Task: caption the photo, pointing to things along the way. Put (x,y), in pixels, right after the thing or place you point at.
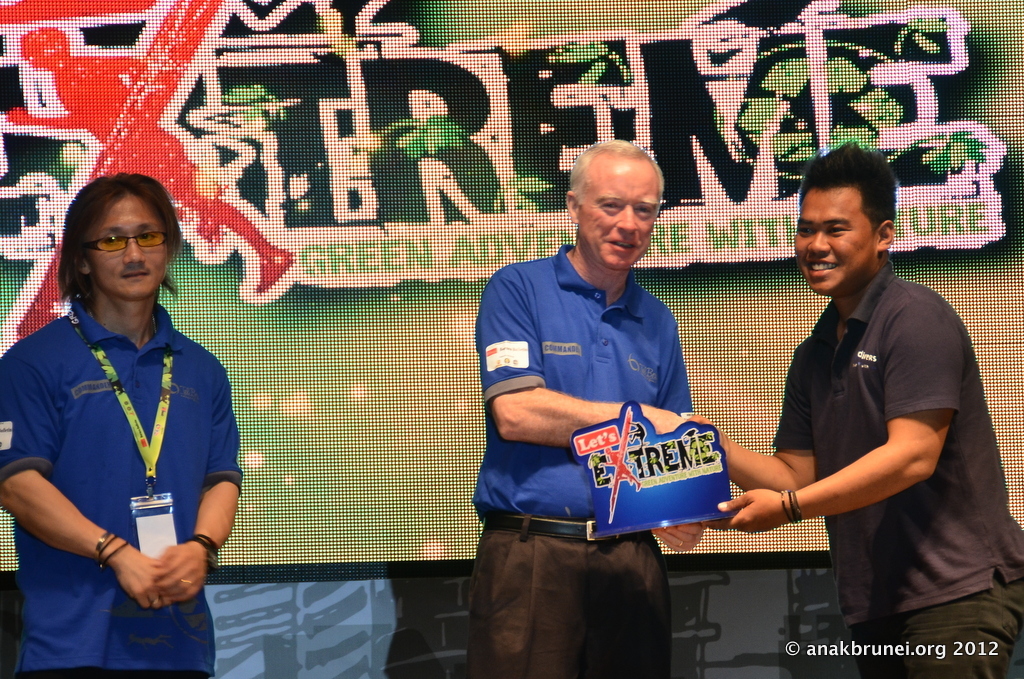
In the picture we can see three men (955,429) are standing and one man (504,421) is giving an award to another man (986,429) and they are smiling and in the background (1003,391), we can see a screen (362,465) with an advertisement (940,170) with a name (631,55) Xtreme.
